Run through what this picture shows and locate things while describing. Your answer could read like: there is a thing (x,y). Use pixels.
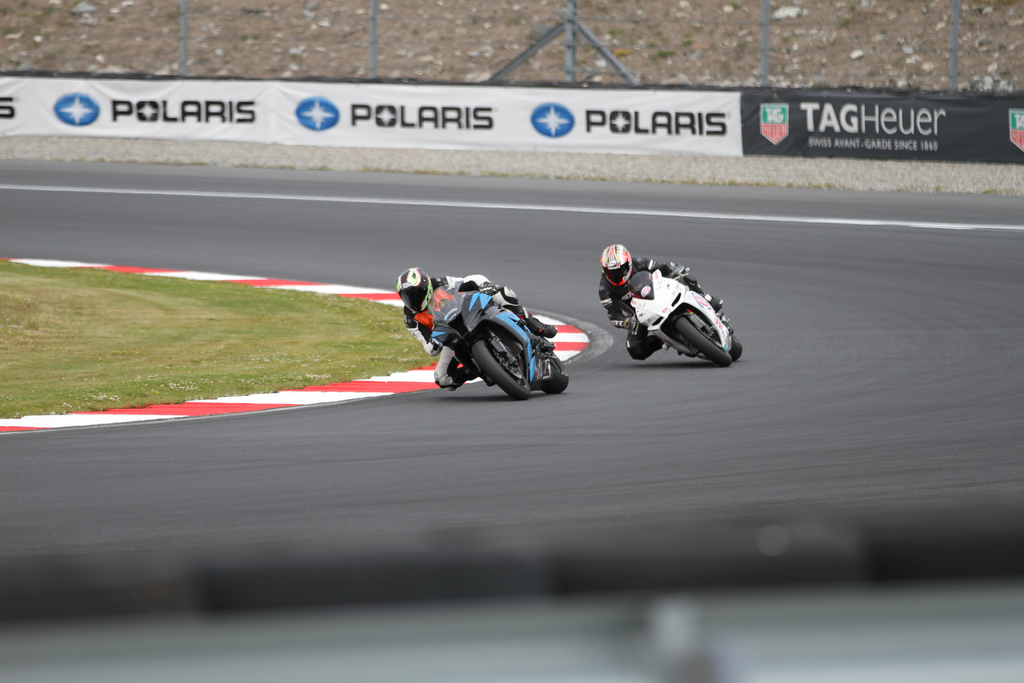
In this image I can see a road (432,448) and 2 bikes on it. I can see two people (405,285) riding two different bikes (506,366). In the background (991,104) I can see banner (969,108).
